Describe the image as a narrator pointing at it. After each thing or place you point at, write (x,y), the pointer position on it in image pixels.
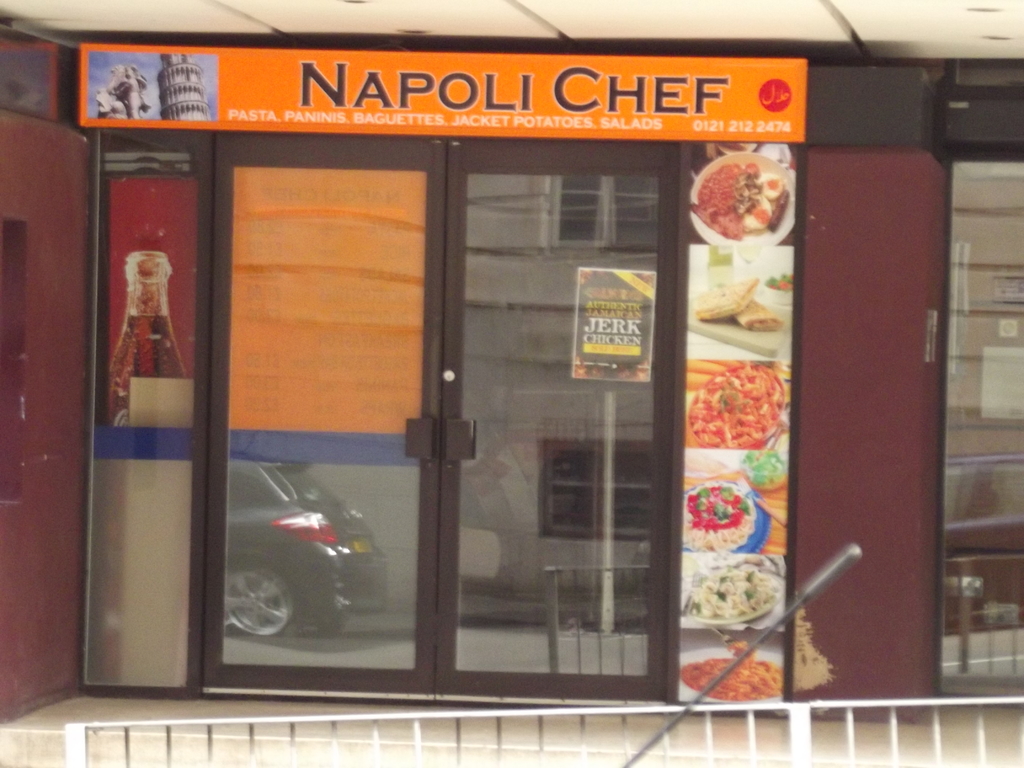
In this image we can see a board (458,103), door (466,143), wall (812,390), hoardings (706,631), floor (249,759), railing (1016,699), and an object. On the glass (486,482) we can see the reflection (1002,259) of a building (520,403), vehicles (962,543), pole (611,397), board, windows (637,498), and railing (1001,575).
